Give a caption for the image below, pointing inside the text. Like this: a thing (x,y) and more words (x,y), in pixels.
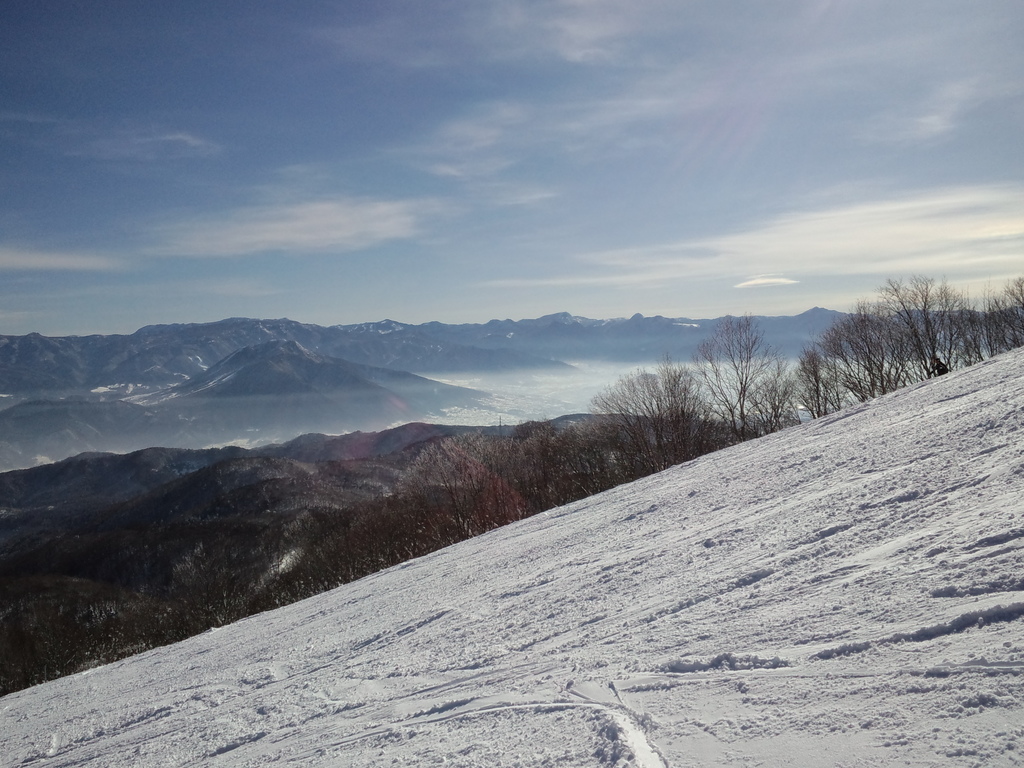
In this image I can see trees (435,495), fog (463,410) and mountains (554,323). At the top (460,163) I can see the sky (471,182). This image is taken may be near the mountains (66,582).
